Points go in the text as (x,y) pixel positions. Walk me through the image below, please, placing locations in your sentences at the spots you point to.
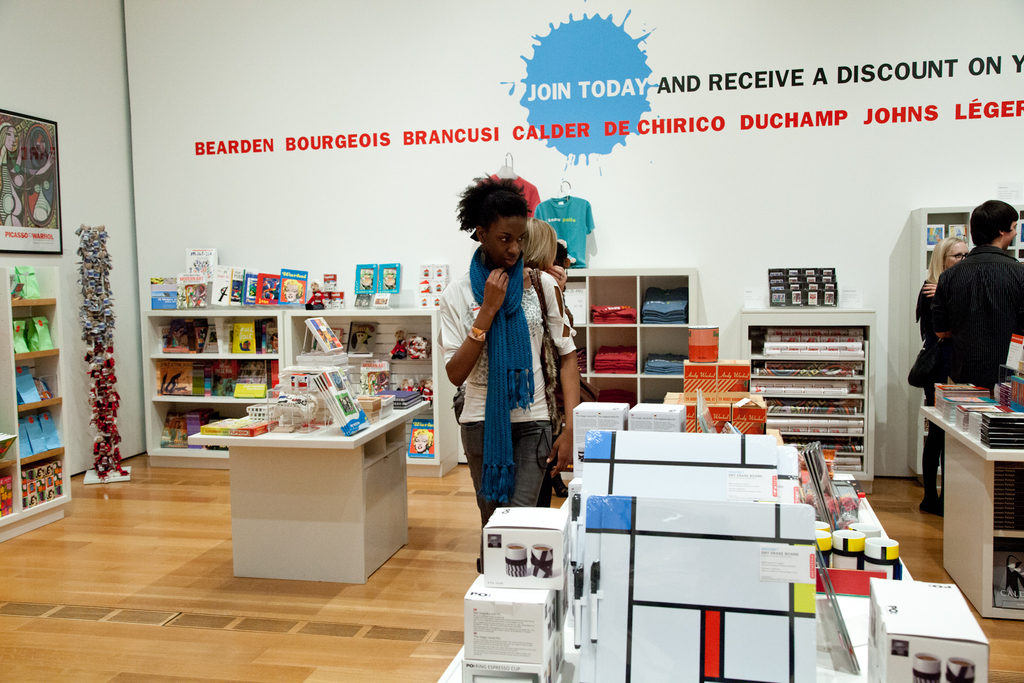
This is looking like a stall (250,398). At the bottom (708,625) there is a table (766,625) on which boxes (521,569), cups (853,561), packets (812,490) and many other objects (659,519) are placed. In the background (952,445) there are two more tables (951,480) on which books (994,413) and some other objects (300,405) are placed and there are few people (938,254) standing on the floor (435,564). In the background (3,285) there are many racks (50,325) filled with the books (347,349), toys (402,349), clothes (662,296) and some other objects (856,350). In the background (246,63) there is a wall (225,87). At the top of the image (603,135) I can see some text (668,118).
